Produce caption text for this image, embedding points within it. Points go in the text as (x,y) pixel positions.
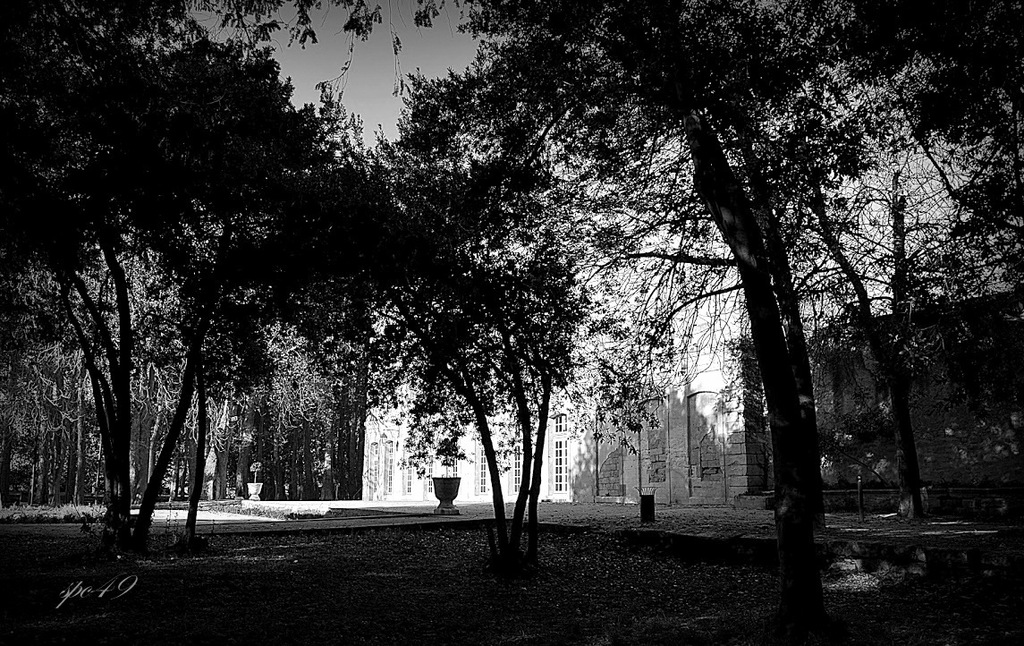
In this image there are trees (353,427). In the background (402,440) there is a building (740,454) and sky (370,99).
